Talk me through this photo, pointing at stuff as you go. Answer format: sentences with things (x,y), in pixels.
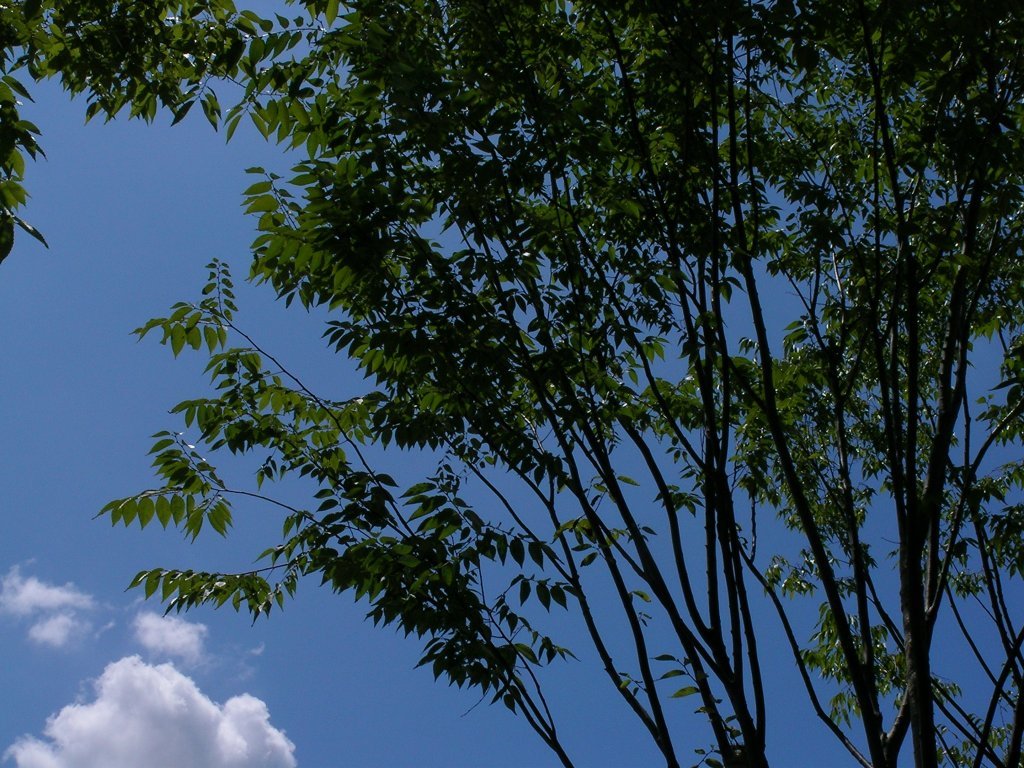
In this image we can see some branches (715,413) of a tree (726,431). On the backside (190,204) we can see the sky (169,559) which looks cloudy.
